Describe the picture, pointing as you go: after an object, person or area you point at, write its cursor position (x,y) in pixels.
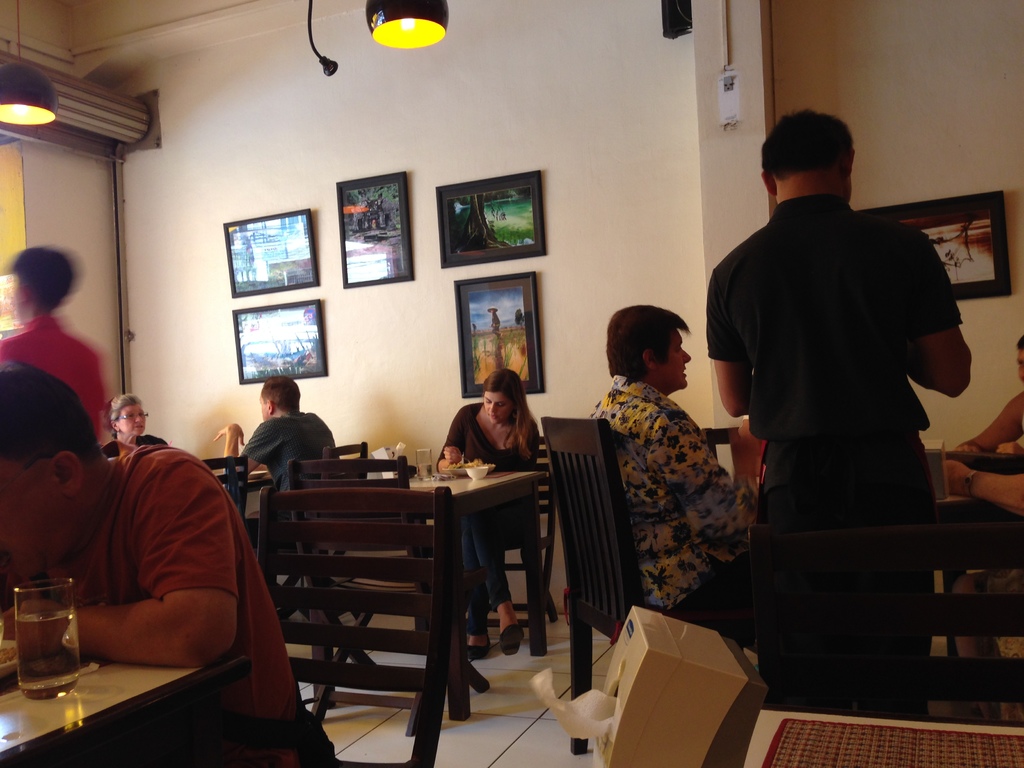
Persons (506,462) are sitting on the chair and on the table (477,501) there is glass (426,470), on the wall (583,125) there are photo frames (397,269) and above there is light (439,16).
